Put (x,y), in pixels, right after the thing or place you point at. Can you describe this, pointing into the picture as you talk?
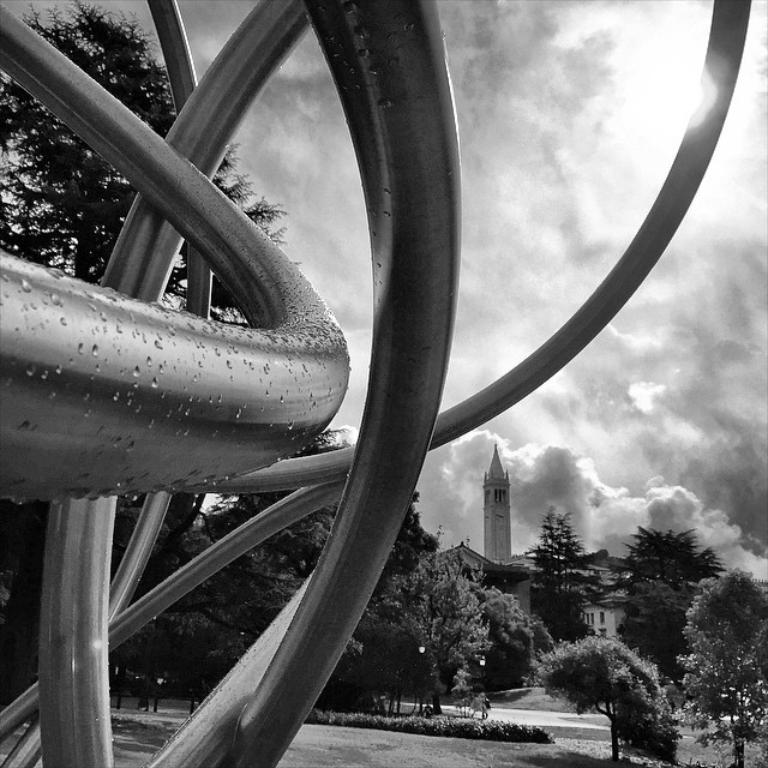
It is a black and white picture. Here we can see rods (641,228) statue (298,600). Background (368,650) we can see so many trees (735,647), buildings (527,590), tower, plants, grass (355,732), walkway (558,716), poles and cloudy sky (560,300).
